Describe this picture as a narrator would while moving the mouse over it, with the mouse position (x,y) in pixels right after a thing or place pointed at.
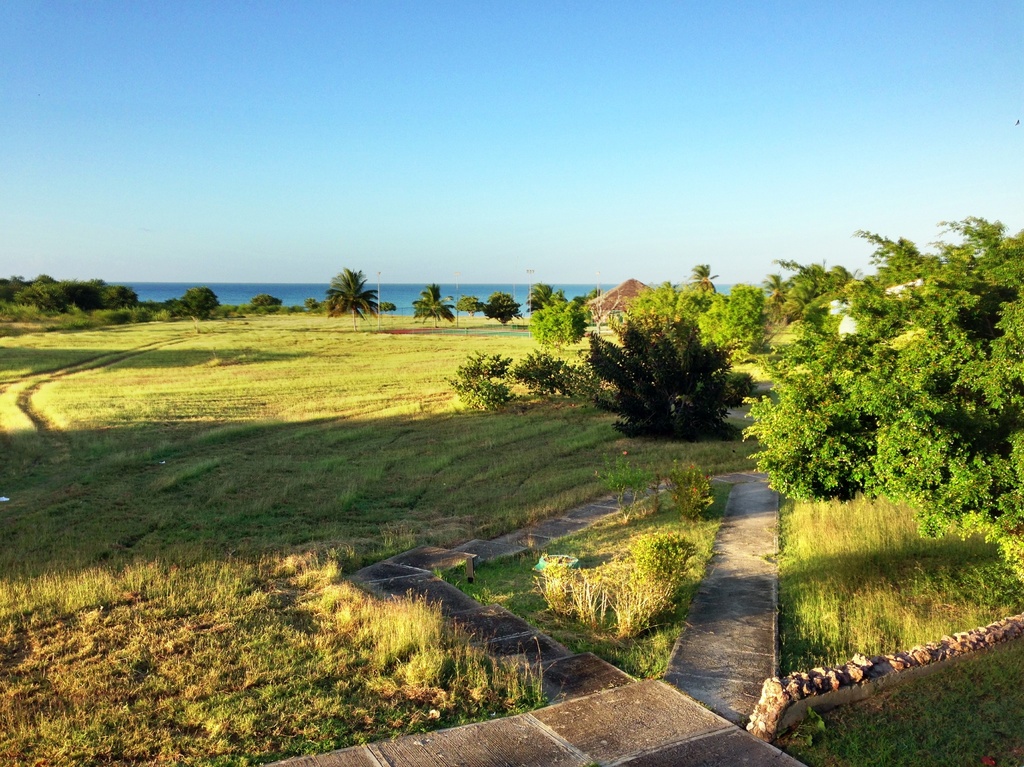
In this image we can see some trees (710,414), grass (429,434), houses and plants (611,609), in the background (570,281) we can see the sky (570,281).
